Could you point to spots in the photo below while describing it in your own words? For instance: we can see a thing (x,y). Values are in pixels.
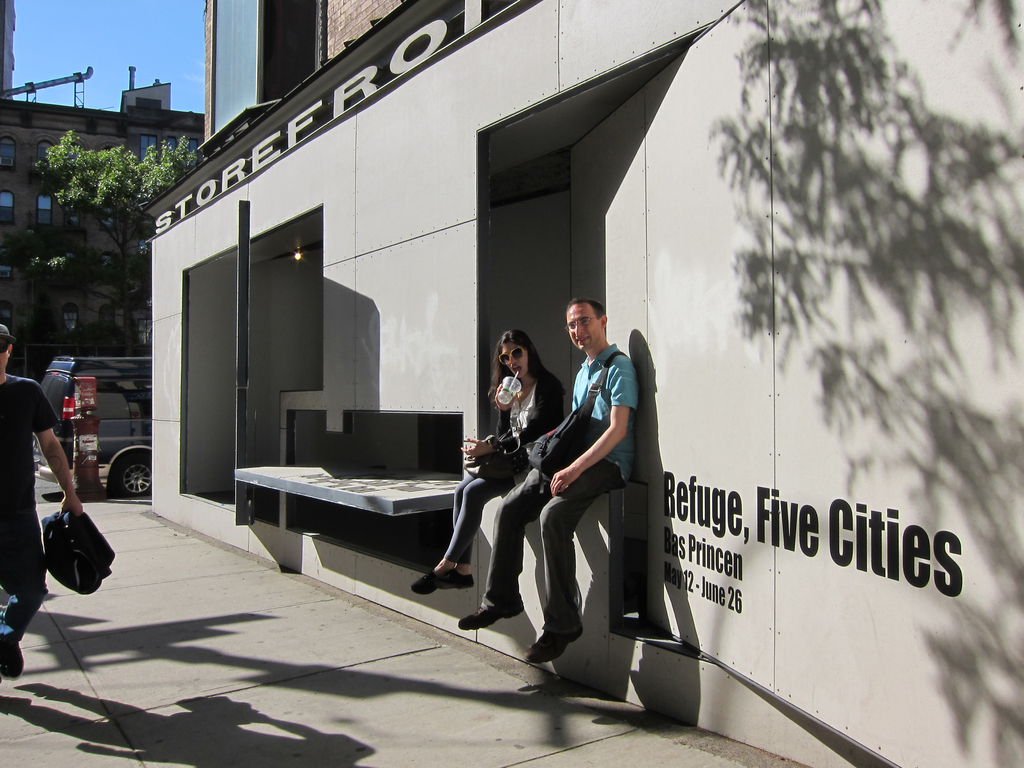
In this image, we can see people (544,413) sitting on the wall (473,400) and one of them is holding a glass (511,388) and the other is wearing a bag (569,431) and there is a person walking and holding a bag (81,535). In the background (60,163), there are buildings (150,124), trees (115,196) and we can see a vehicle (114,412) and a hydrant (79,411). At the top (121,31), there is sky (137,44) and at the bottom (226,683), there is road (221,671).
